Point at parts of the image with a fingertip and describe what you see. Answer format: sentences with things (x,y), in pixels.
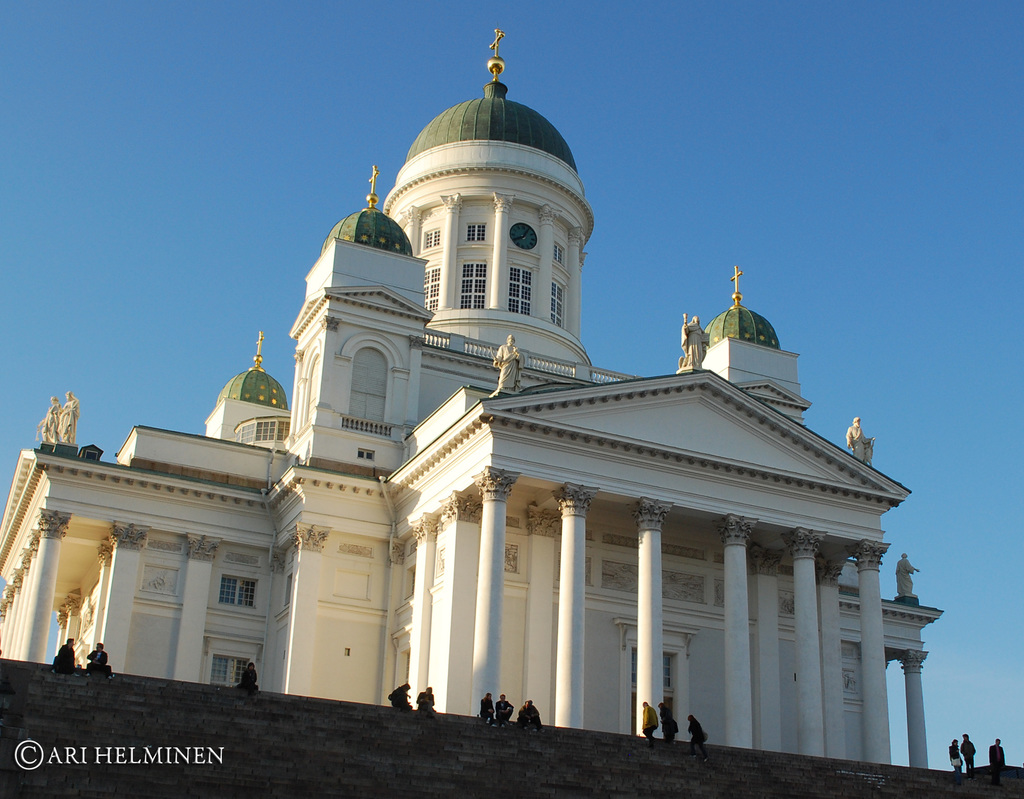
In this image we can see a white color building (491,311). Top of the building (448,184) green color domes (277,390) are there and statues (61,428) are present. Bottom of the image (377,723) people (957,766) are sitting on the stairs (258,749). The sky (215,156) is in blue color.
